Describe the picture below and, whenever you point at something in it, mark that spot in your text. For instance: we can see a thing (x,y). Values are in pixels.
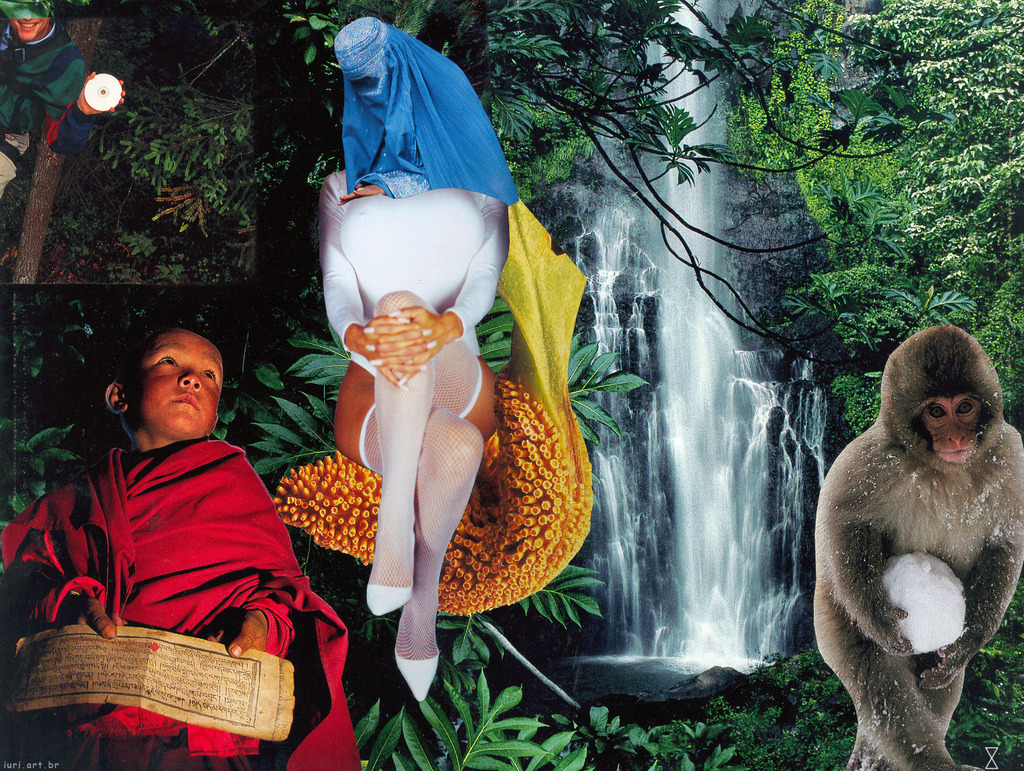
In the image we can see the image is a collage of pictures where in the corner there is a monkey (886,724) holding the snowball (908,612), behind there is a waterfall (714,657) and there are lot of trees (826,64). There is a person (424,424) who is sitting and there is a scarf (422,98) on the head (388,71). At the corner person (52,63) is holding the CD (104,101) and in the bottom (132,572) person (101,566) is holding a paper (168,677) and he is wearing a red colour dress (173,566).
